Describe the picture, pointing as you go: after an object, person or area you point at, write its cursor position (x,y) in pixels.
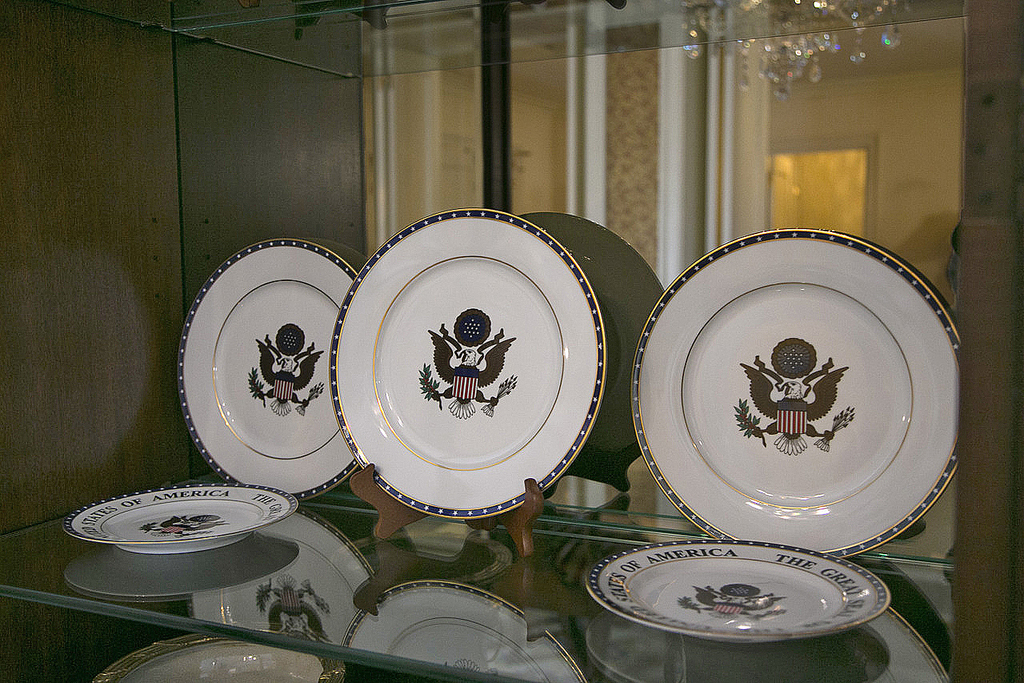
At the bottom of the image (831,479) on the glass rack (120,567) there are plates (651,397) with some images (283,374) on it. Behind that there are pillars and walls (557,55) and also there is a chandelier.
